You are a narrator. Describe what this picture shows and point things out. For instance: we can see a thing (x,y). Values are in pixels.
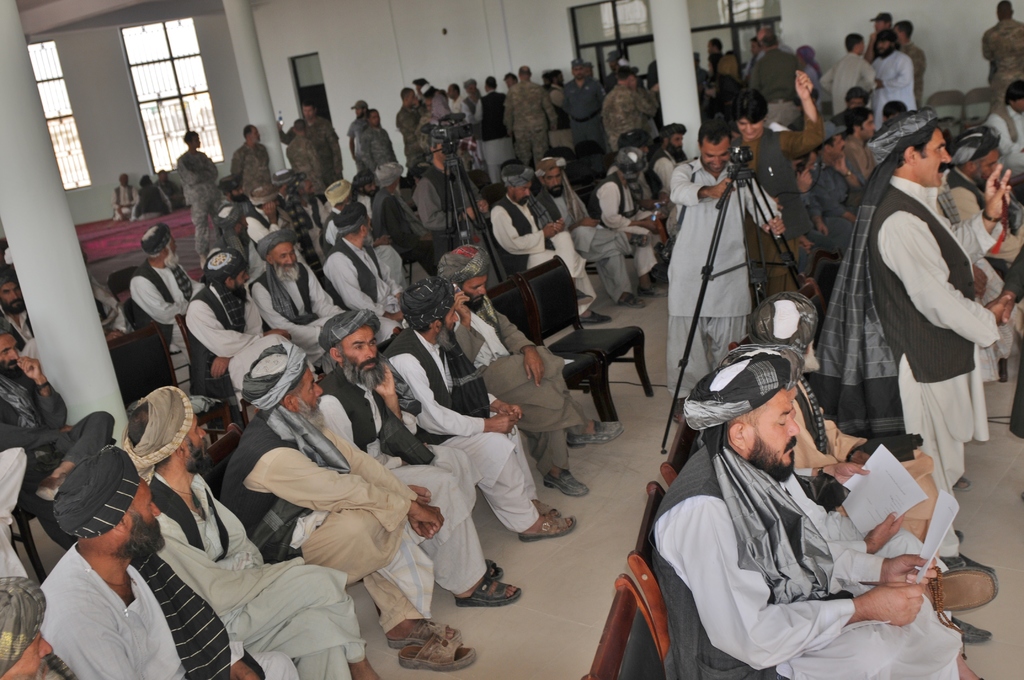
There are a lot of people (581,216) inside the room (824,307) and there are also few cameras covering these people (782,567), there are three pillars (70,271) inside this room (83,266) and also a stage (118,233) which is covered with red carpet (128,242) and in the background (80,149) there is a window (162,157) and a sky (151,26).
